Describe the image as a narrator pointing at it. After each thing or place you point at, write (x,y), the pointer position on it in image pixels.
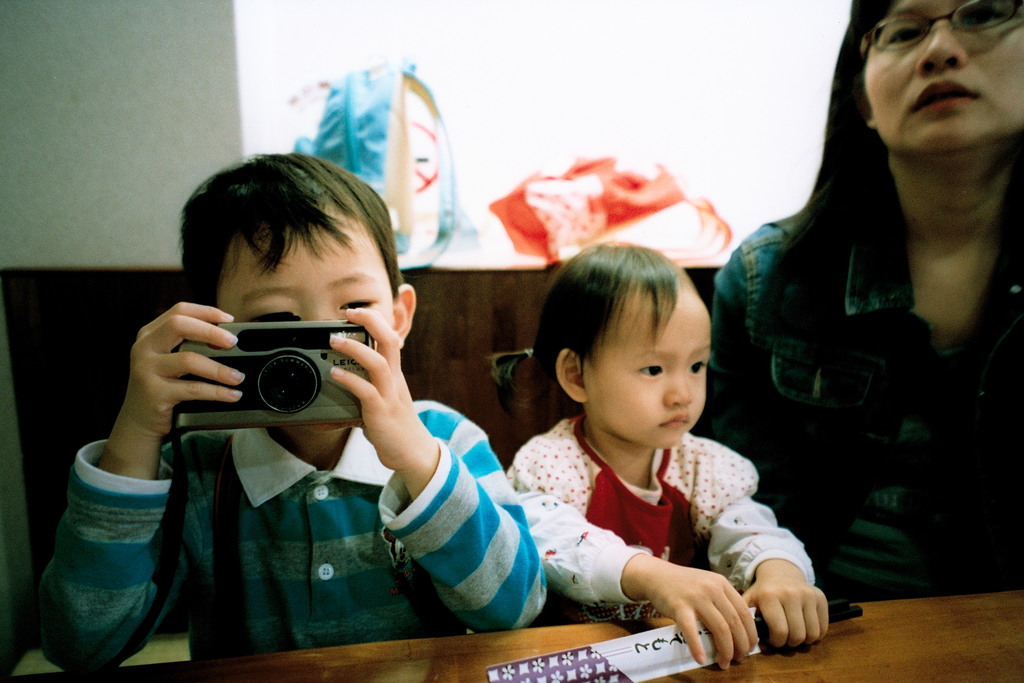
In this image I can see three people (654,377). Among them one person (268,456) is holding the camera (231,408). There is a table (810,667) in front of them.
